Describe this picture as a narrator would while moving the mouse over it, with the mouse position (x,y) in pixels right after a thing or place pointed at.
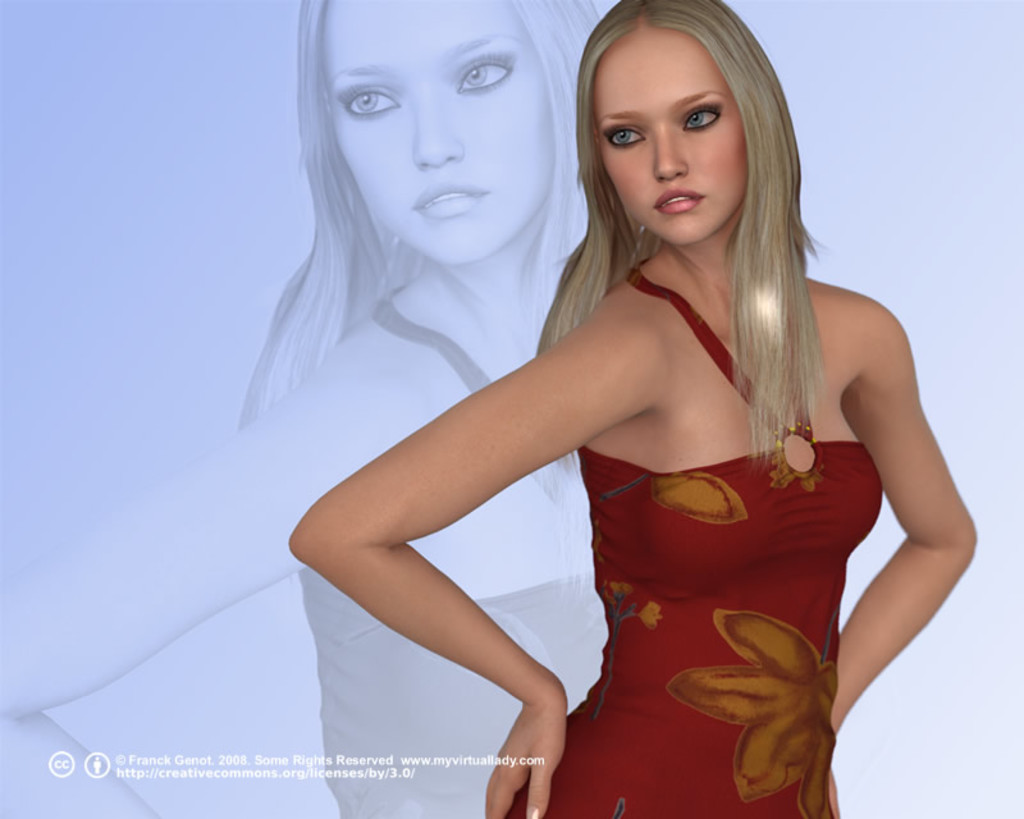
In this image we can see an animated picture of a woman (726,260) standing. In the bottom left corner of the image (272,772) we can see some text (290,772).
